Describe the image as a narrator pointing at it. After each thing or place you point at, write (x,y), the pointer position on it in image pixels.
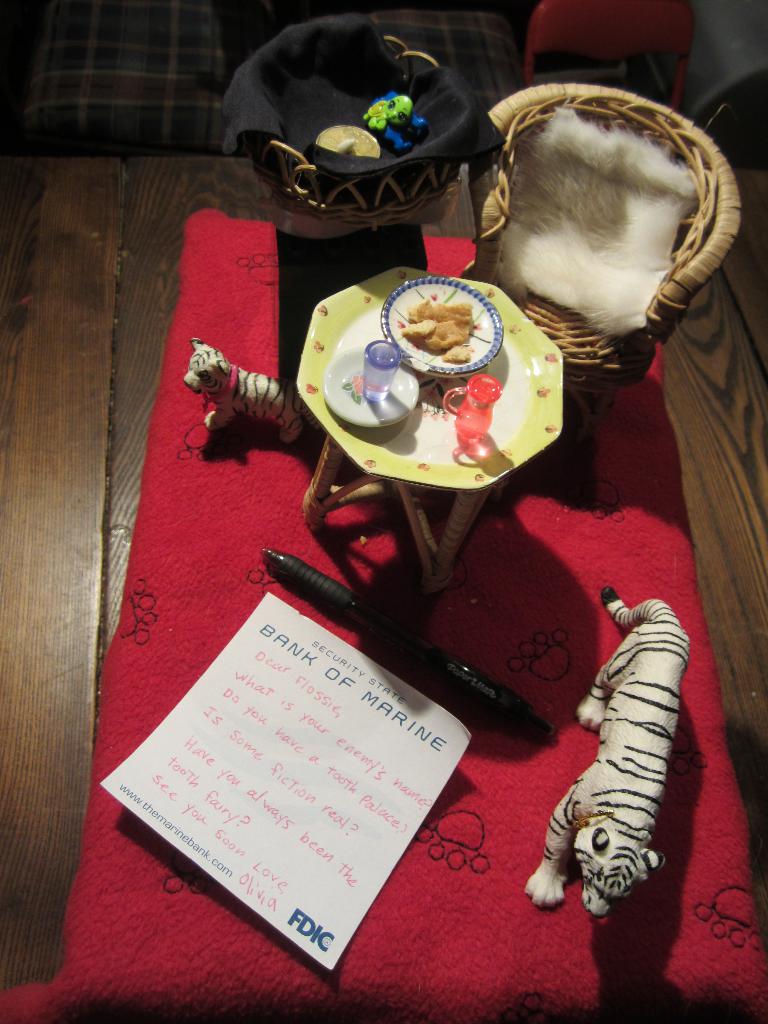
In this picture we can see greeting card (356,732), pen (446,665), toy of tigers (606,818), table (406,450), chairs (618,244) placed on the table (246,595).
